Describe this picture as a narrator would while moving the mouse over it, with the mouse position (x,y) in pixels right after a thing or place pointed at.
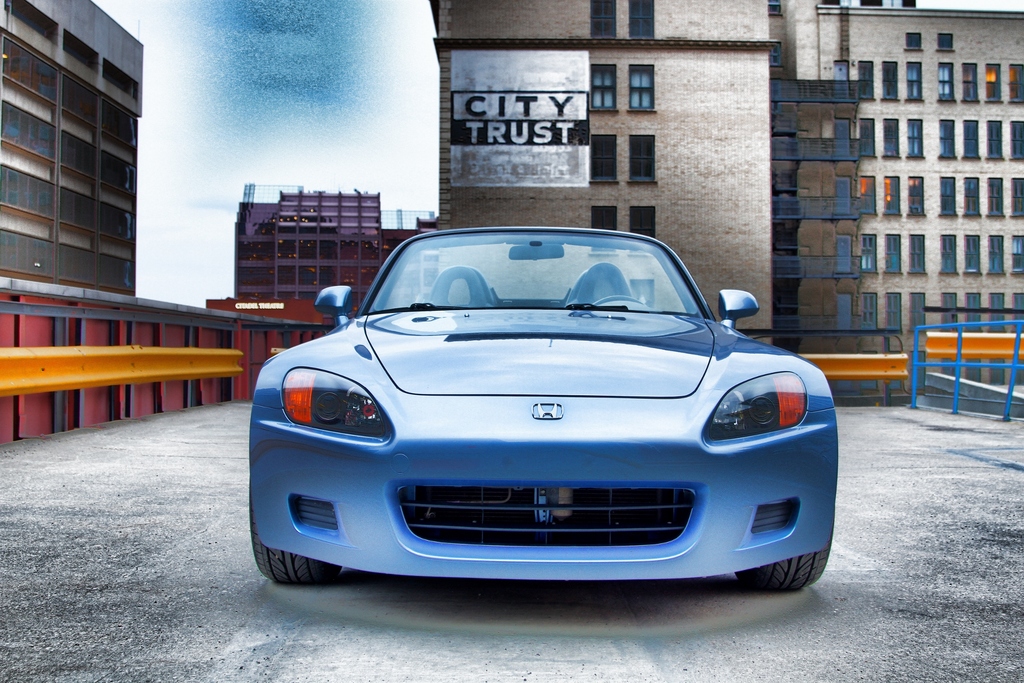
In the foreground of the picture (684,550) I can see a blue color car (552,345) on the floor (884,537). In the background (818,341), I can see the buildings (548,145) and glass windows (1021,245). There is another building (95,64) on the left side (130,120). I can see the white color painting (467,104) on the wall (565,104) of the building (491,125) and there is a text (571,144) on it. I can see the metal fence (105,361) on the left side (189,313) and the right side (934,350) as well.
